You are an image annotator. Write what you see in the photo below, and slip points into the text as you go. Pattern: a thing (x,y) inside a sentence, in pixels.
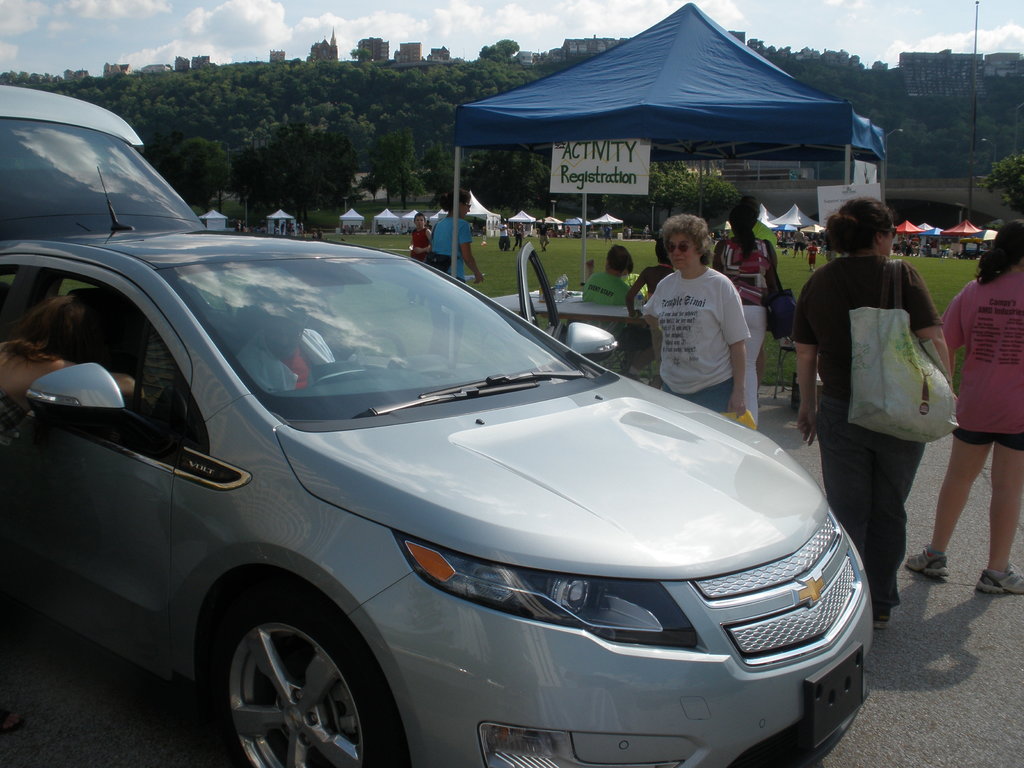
In this image I can see a car (414,476) and I can see few people (995,452) are standing. I can also see blue tent (660,129) and a whiteboard (567,163). I can see something is written on this board (589,179). In the background (234,68) I can see number of trees (388,90), grass ground (552,245) and number of tents (607,215).
